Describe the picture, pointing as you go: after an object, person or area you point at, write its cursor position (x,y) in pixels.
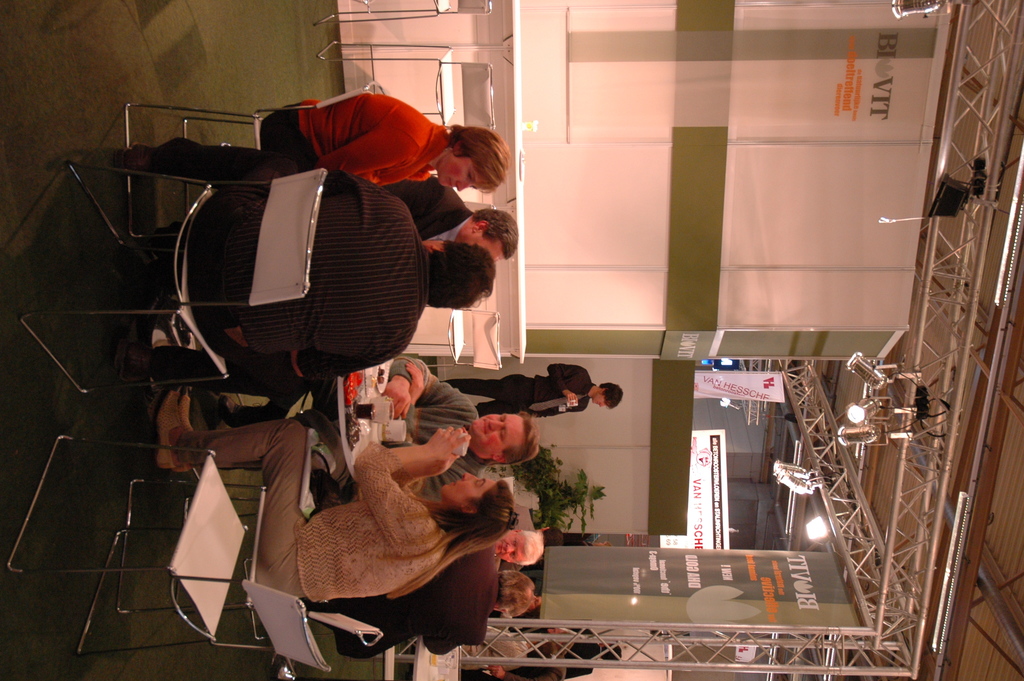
In this image I can see people (619,386) where one is standing and rest all are sitting on chairs (261,515). I can also see few boards (808,565), few lights (807,480), few chairs (490,332) and on these boards (711,232) I can see something is written.
